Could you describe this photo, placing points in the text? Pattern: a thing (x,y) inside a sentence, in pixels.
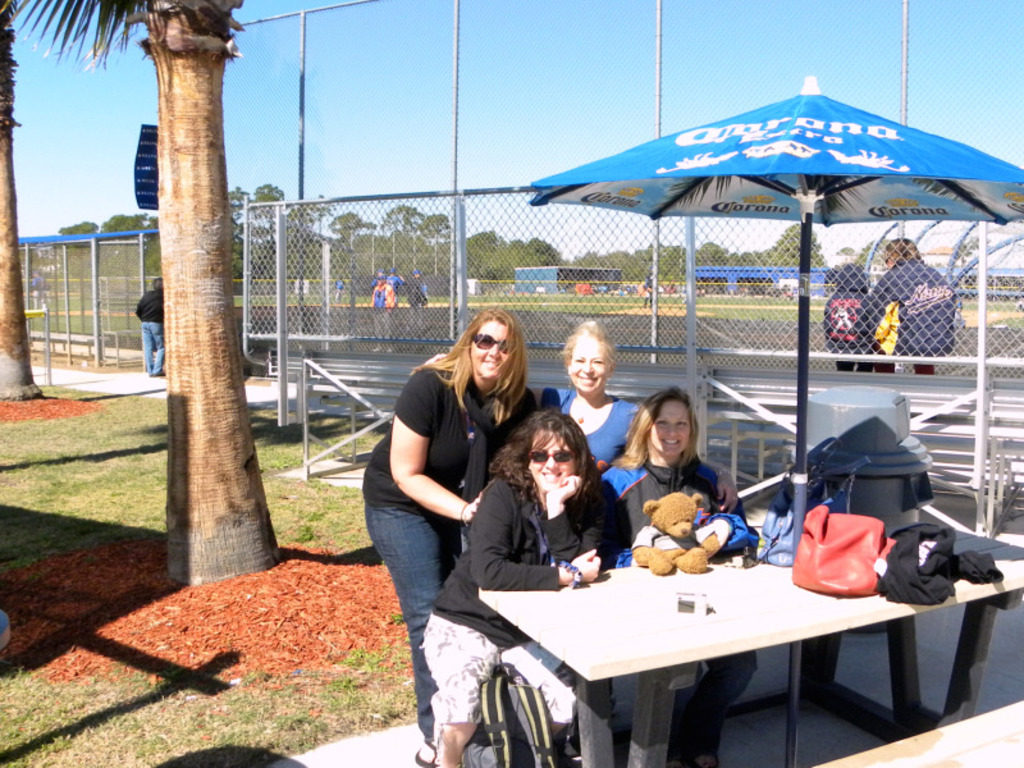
There are group of people (839,363) standing and sitting in this image. There are four women (541,435) in the front (571,458) having smile on their faces (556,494). Women (550,525) with a black colour shirt (510,549) is sitting and leaning on the table (584,620) in front of her. On the table (769,607) there are dolls (685,544), purse (816,548), and clothes (929,573). There is a blue colour tent (804,158). In the background (900,294) the persons (862,295) are standing there are some trees (347,242), electrical poles (302,82), on the ground (84,463) there is a grass (85,456), and fencing (328,263).
